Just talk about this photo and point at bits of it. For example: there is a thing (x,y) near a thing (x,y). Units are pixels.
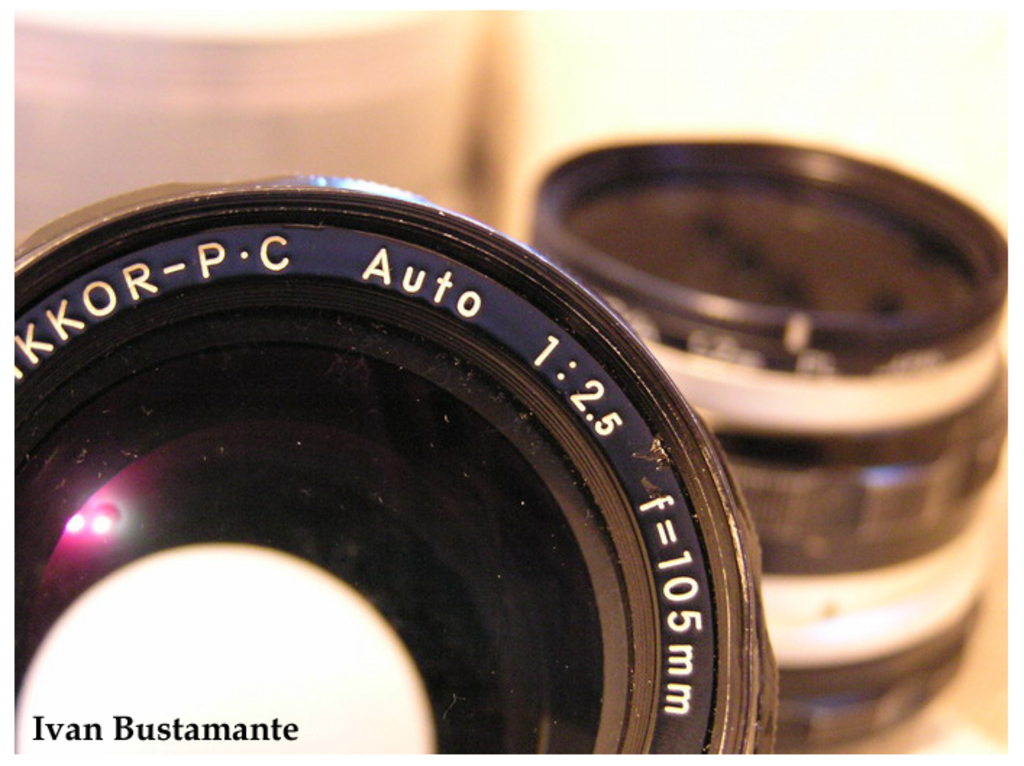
In this image we can see camera lens (464,721). Left side bottom of the image (298,724) there is a watermark (94,720). Background (249,76) it is blur.
